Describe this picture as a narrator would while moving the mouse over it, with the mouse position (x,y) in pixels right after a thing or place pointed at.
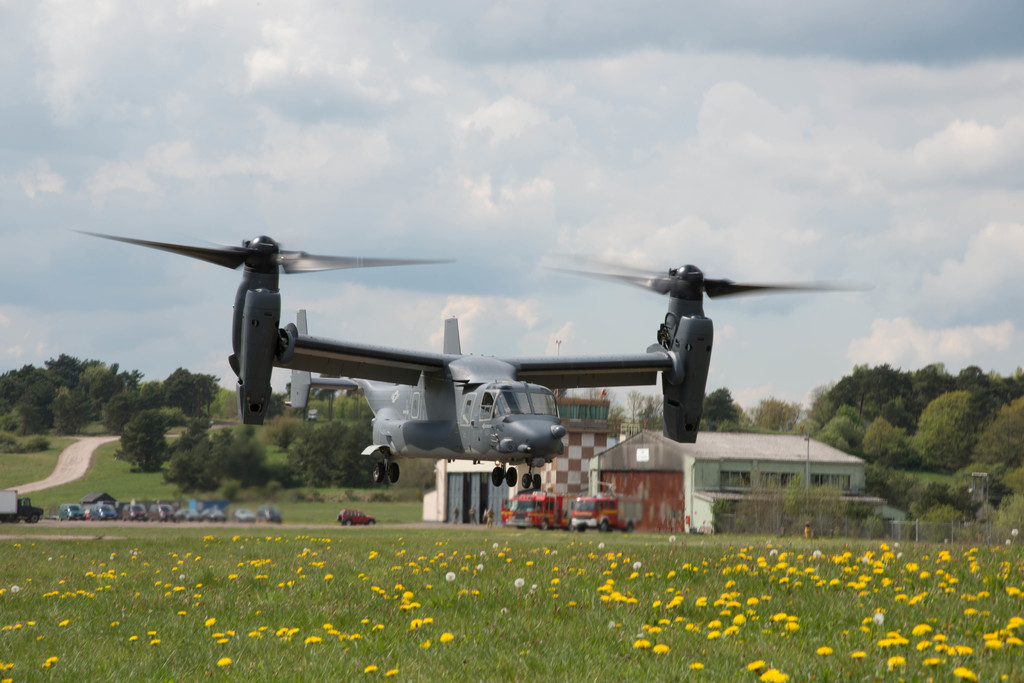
In the image we can see flying aircraft (459,391) and vehicles (108,518). We can even see there are trees (239,437), path (107,438), the building (715,461) and the cloudy sky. Here we can see the path (66,464), grass (53,457) and flowers (876,590), yellow in color.
